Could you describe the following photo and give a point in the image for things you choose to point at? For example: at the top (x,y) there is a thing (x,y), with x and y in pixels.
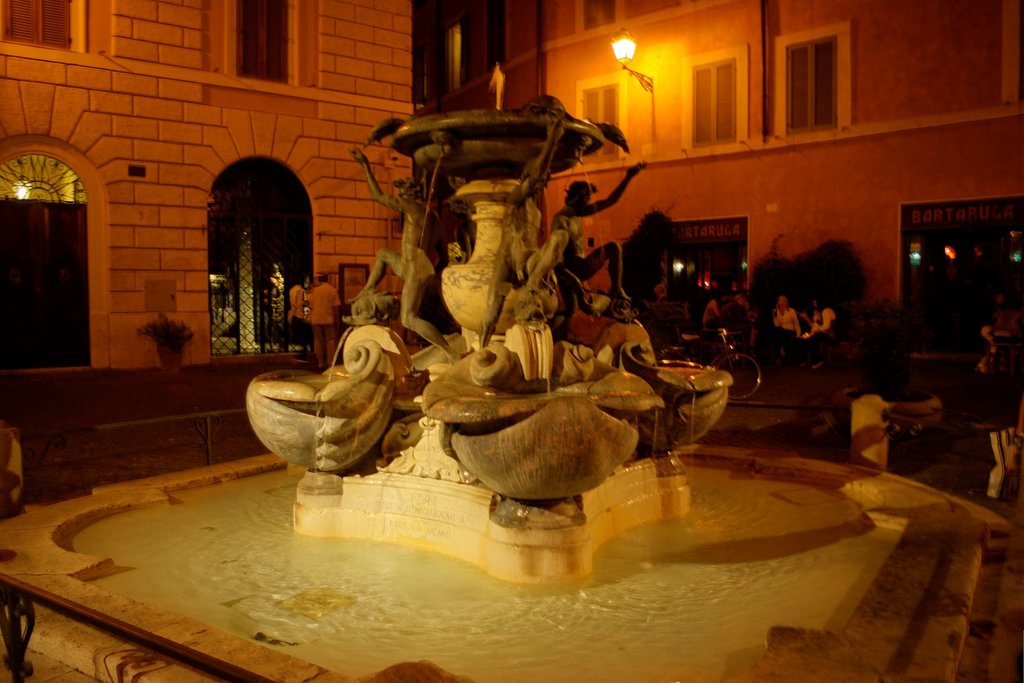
In this image there is a fountain (387,315), there are few people (789,342) and bicycle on the road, a light (629,60) attached to one of the buildings (588,58) and trees (806,282).
